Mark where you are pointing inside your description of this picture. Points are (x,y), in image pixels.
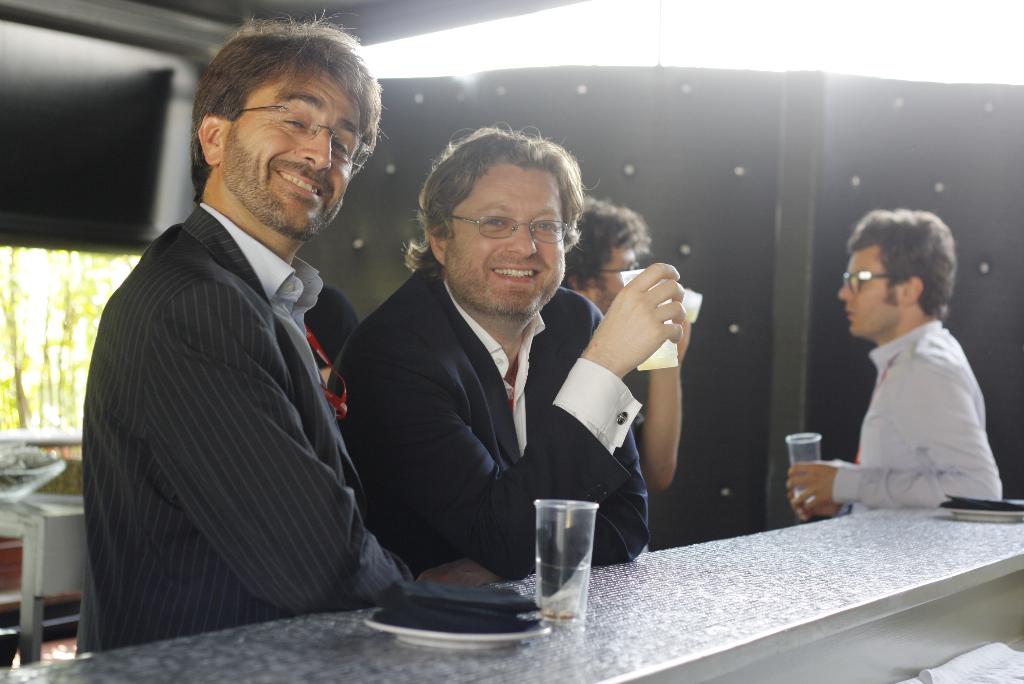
This picture is taken inside the room (589,435). In this image, we can see two men (387,492) are standing, in that one man (537,436) is standing and holding a glass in his hand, we can also see a table (892,653) in the image. On that table (952,614), on the left side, we can see a plate (428,636), on the plate (422,619), we can see a black colored cloth (415,597). On the right side of the table (683,661), we can see a plate (962,511), on that plate (980,515), we can see a cloth (996,506). On the right side (942,481), we can also see two men (868,331) are standing behind the table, in that one man (901,418) is holding a glass (818,458). On the left side (55,518), we can see a table (69,515). At the top (476,6), we can see a roof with few lights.
